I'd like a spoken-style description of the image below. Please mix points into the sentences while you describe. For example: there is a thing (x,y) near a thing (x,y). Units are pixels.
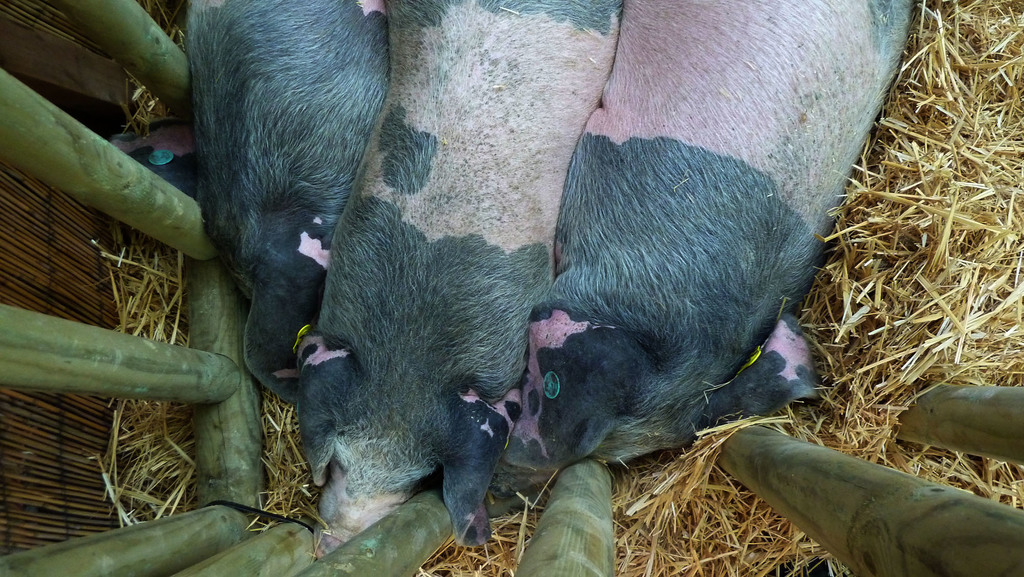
In this image I can see few animals (773,169) in black, white and pink color. I can see the dry grass (952,237) and few green poles (180,373).
